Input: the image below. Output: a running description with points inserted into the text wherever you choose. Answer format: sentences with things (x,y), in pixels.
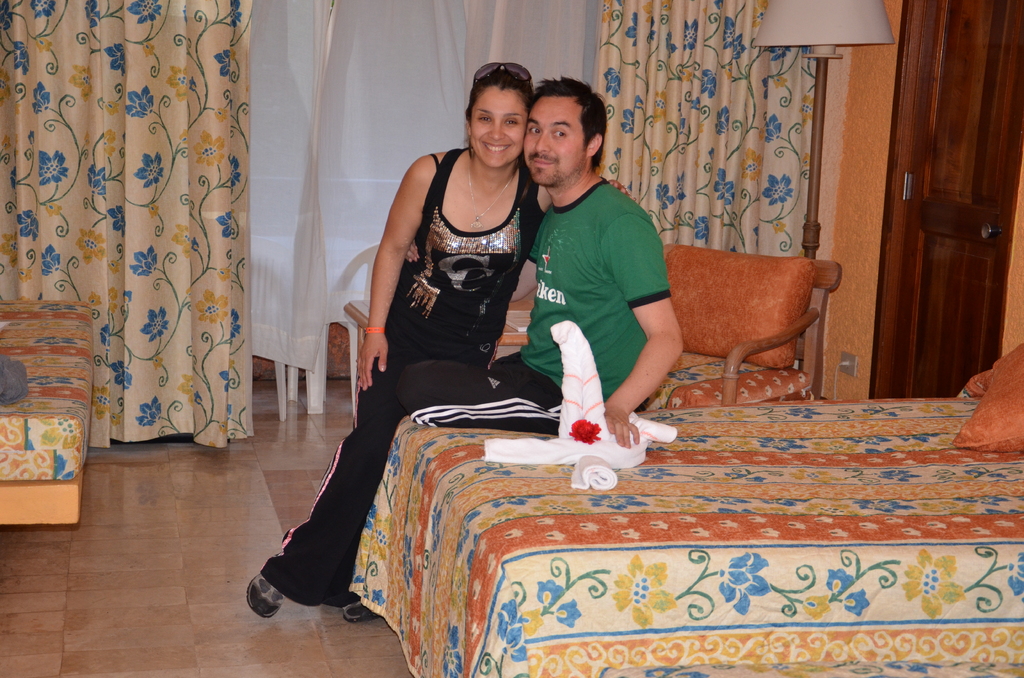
In this image I can see a man (582,119) and a woman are sitting on a bed (839,621), I can also see smile on their faces (530,165). Here I can see few cushions (991,407) on bed (834,477) and in the background (746,372) I can see a sofa (740,287), a chair (362,266), another bed (75,323) and curtains (228,85). I can also see a lamp (781,41).
